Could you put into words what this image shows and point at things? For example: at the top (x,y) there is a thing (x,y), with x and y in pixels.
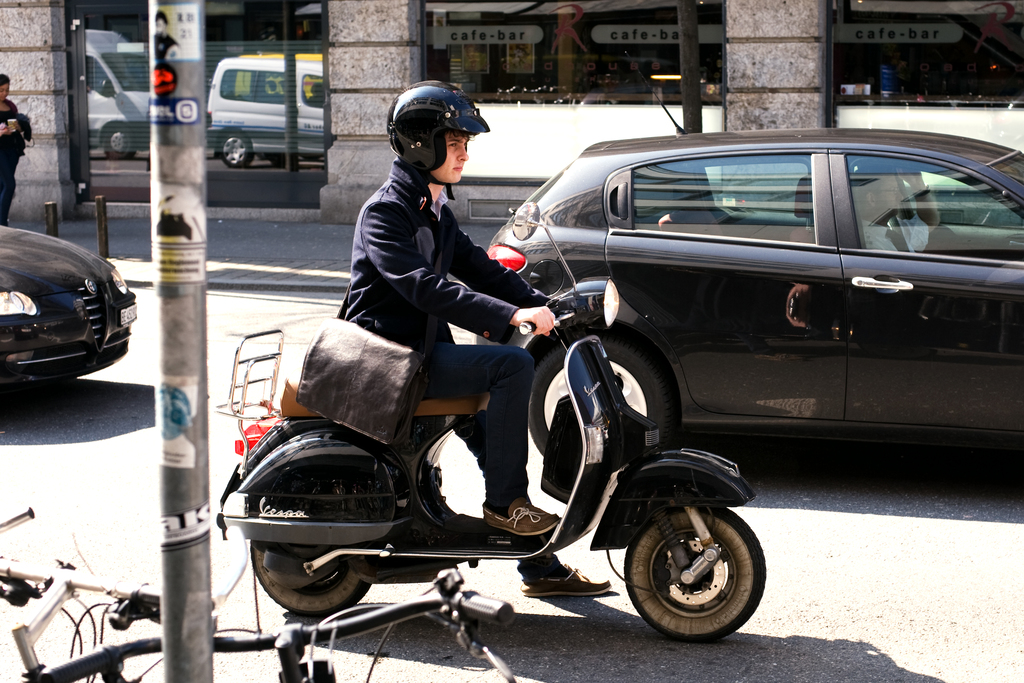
A man (467,380) is riding scooter (454,417). In the background (61,147) there are vehicles (312,98), building (354,22), glass door (116,150) and a person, bicycles (139,647) and a pole (169,77).
